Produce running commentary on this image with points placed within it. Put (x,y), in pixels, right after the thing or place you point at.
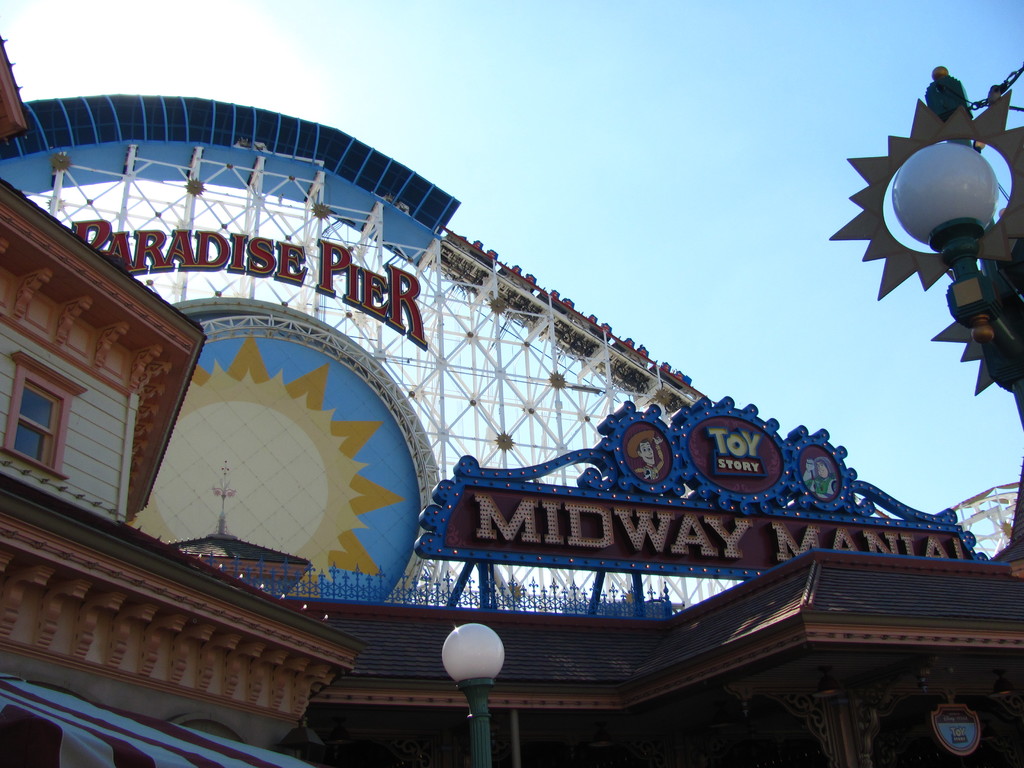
In this image in the foreground (599,569) there is a building (215,533) and some boards (302,399), and some text (809,542) is written on that boards (780,542). In the center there is one pole (484,721) and light (471,656), on the right side (919,273) there is one light (955,177) and some boards (980,123) and chain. On the top of the image (523,172) there is sky (726,266).
